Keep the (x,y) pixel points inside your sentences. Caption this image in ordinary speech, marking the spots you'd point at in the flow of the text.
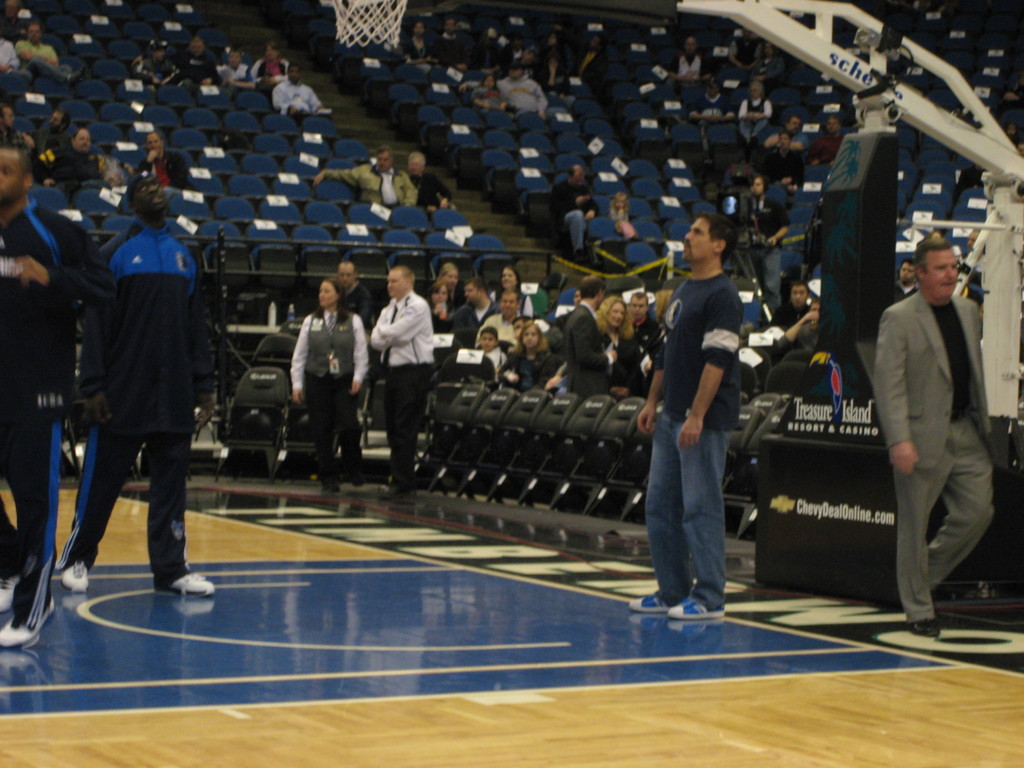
This image is clicked in the stadium (363,418). There are chairs (349,150) in this image. People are sitting on chairs (288,252). In the middle (680,481) some people (714,487) are standing. There is a basketball net (363,47) at the top (376,9).
